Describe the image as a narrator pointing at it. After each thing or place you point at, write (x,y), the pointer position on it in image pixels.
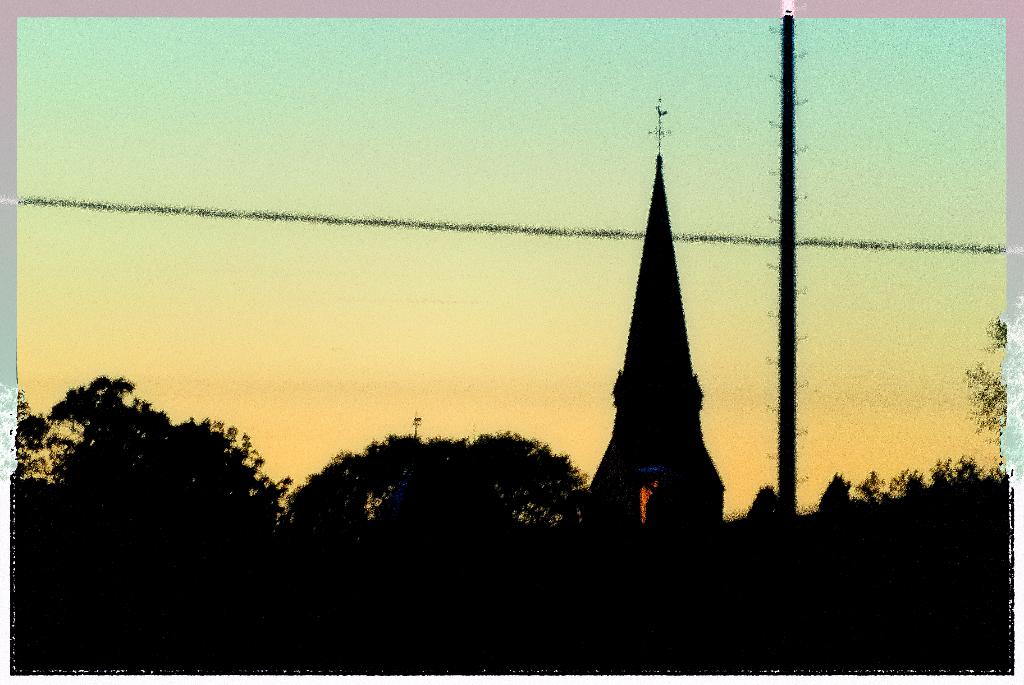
In this image there are trees (473,479), a church (682,521) and a pole (786,372).
